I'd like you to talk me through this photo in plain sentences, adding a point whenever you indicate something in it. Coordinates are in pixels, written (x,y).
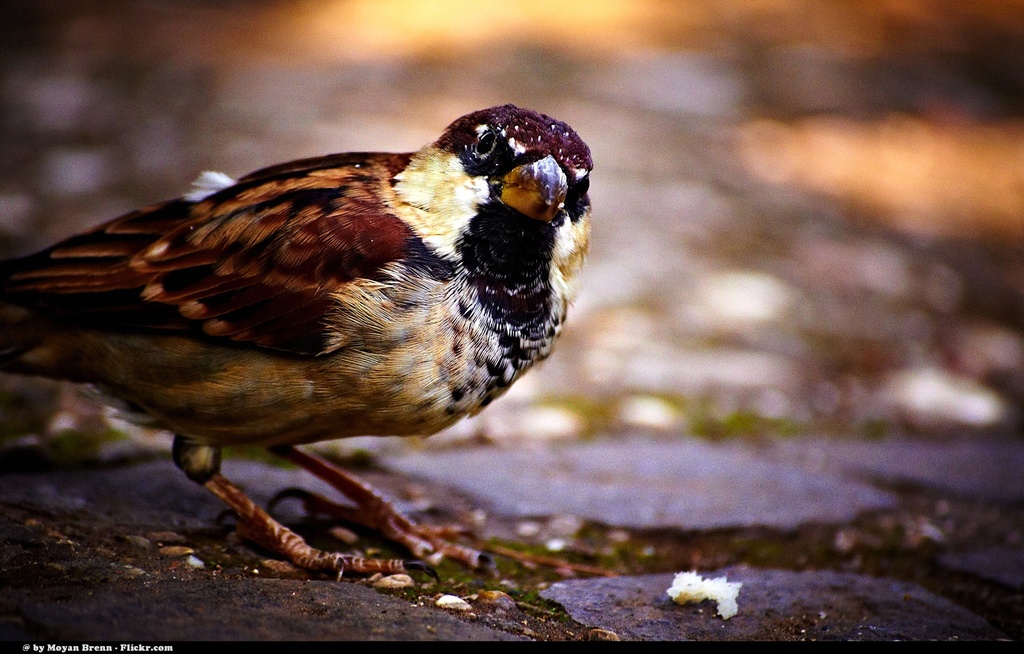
In the foreground of this image (395,336), there is a bird (369,333) and a white substance (687,587) is on the ground (708,388) and the background (747,233) image is blurred.
